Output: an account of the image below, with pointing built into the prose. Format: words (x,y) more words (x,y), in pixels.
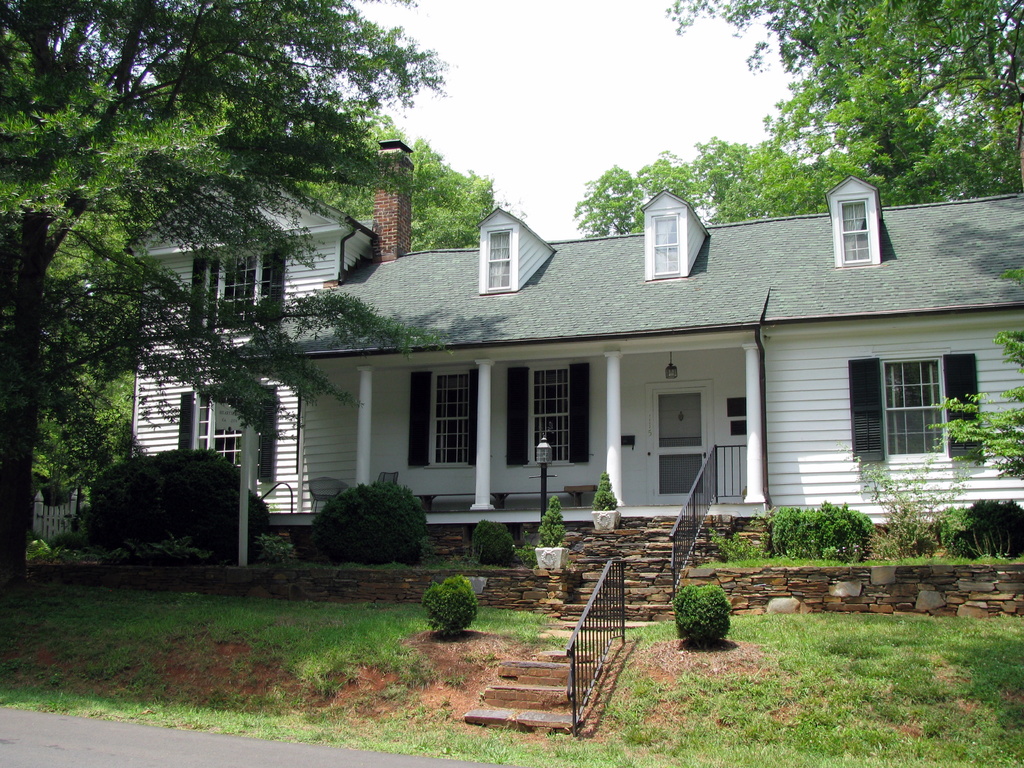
In this image we can see a house (662,472), a road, a sky (561,162) and a grassy land (638,682) in the image. There are many trees (120,264) and plants (906,547) in the image. There are staircases (669,560) in the image.
